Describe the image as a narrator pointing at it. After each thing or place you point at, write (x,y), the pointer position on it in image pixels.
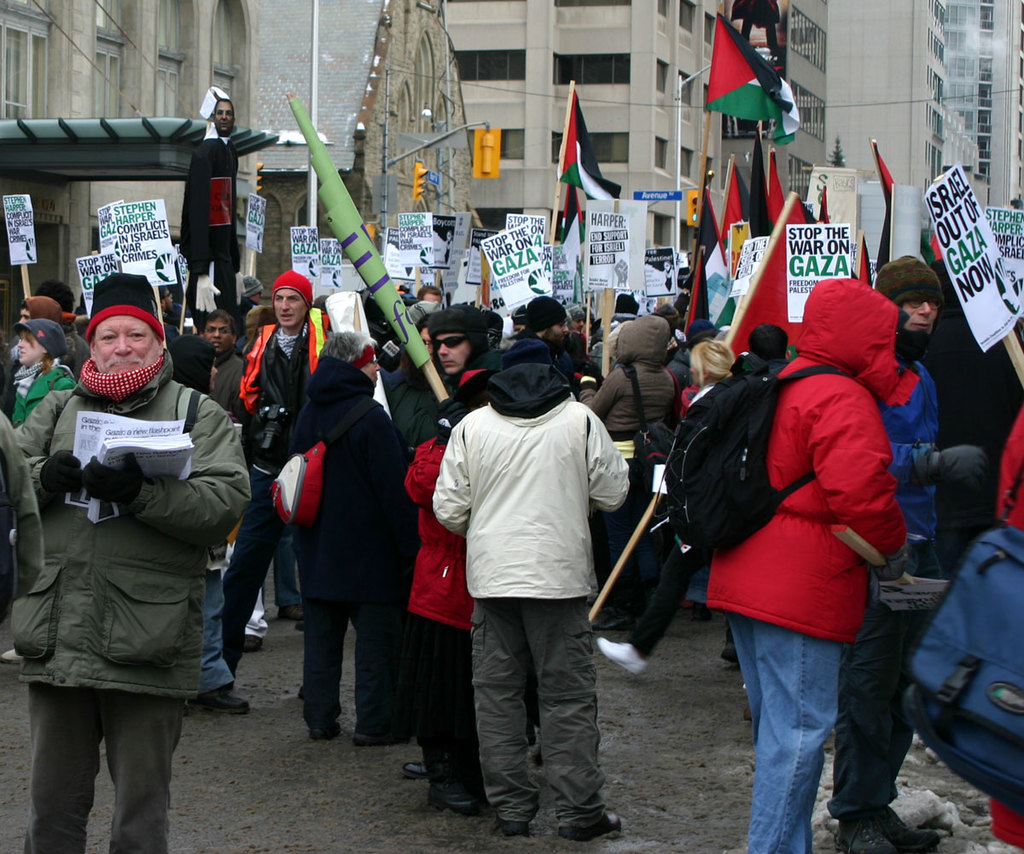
In this image there are a few people (593,442) standing on the surface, few are holding banners (999,308) with some text (533,257) on it and few are holding flags (694,317) in their hands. In the background (811,128) there are buildings (629,123).
